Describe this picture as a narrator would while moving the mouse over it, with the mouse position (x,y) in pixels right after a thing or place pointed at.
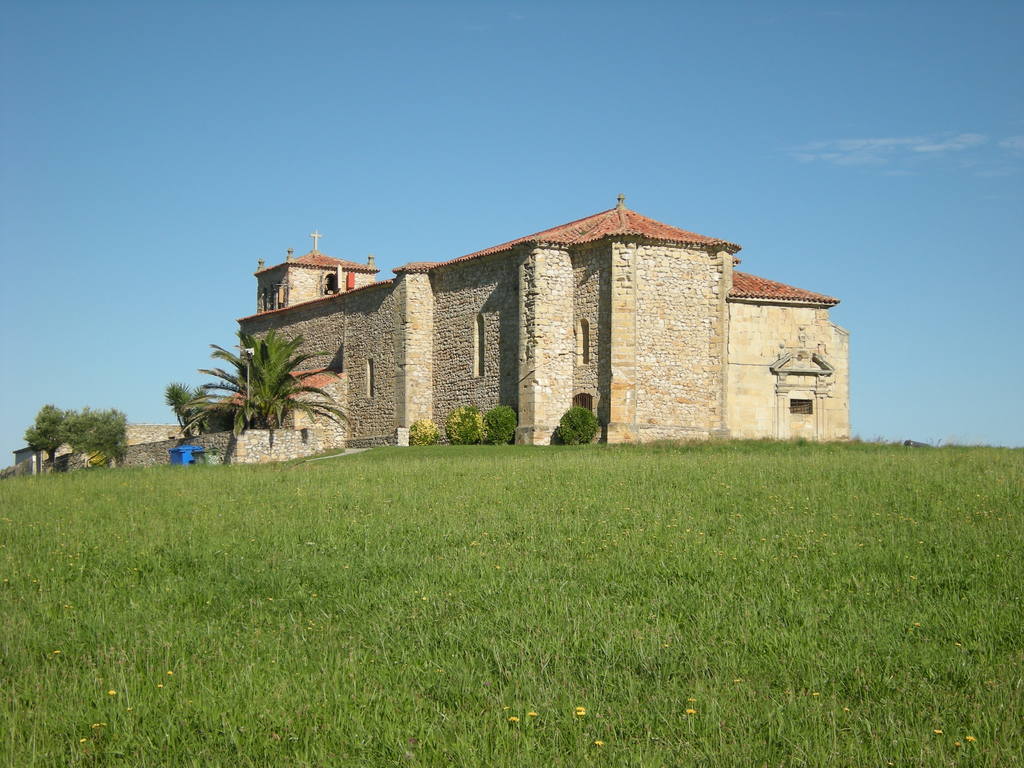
Bottom of the image (509,524) there is grass (471,464). In the middle of the image (467,337) there are some trees (57,422) and plants (492,435) and building (260,260). Behind the building (571,312) there are some clouds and sky (880,209).
